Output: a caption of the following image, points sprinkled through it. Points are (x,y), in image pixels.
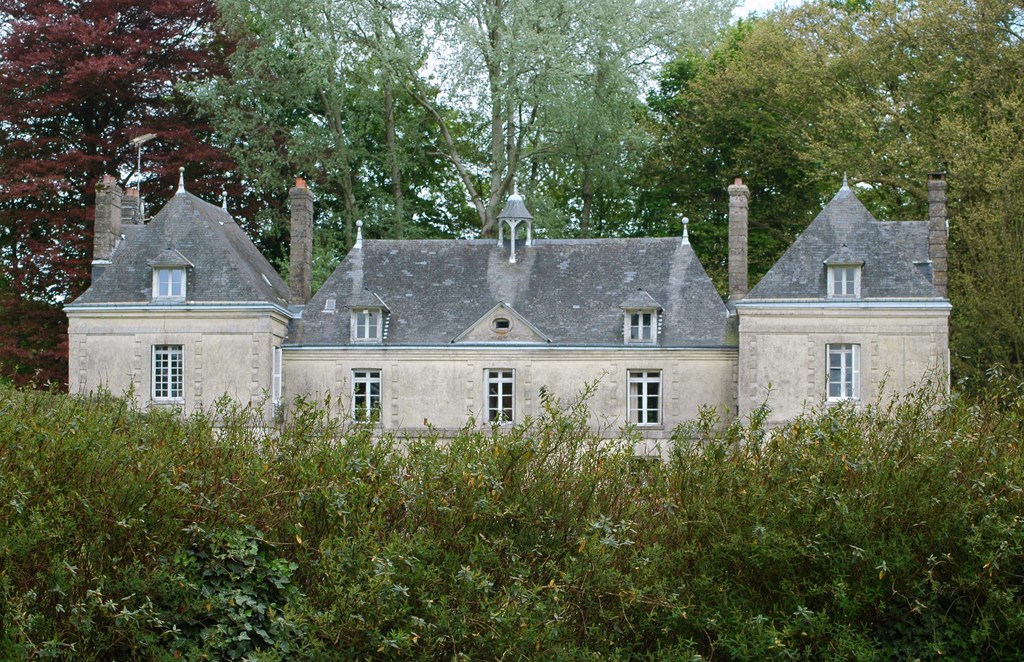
In this image in the center (513,381) there is a house (345,329) and at the bottom (76,573) there are some plants (101,516), in the background (412,99) there are some trees (149,198) and poles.
